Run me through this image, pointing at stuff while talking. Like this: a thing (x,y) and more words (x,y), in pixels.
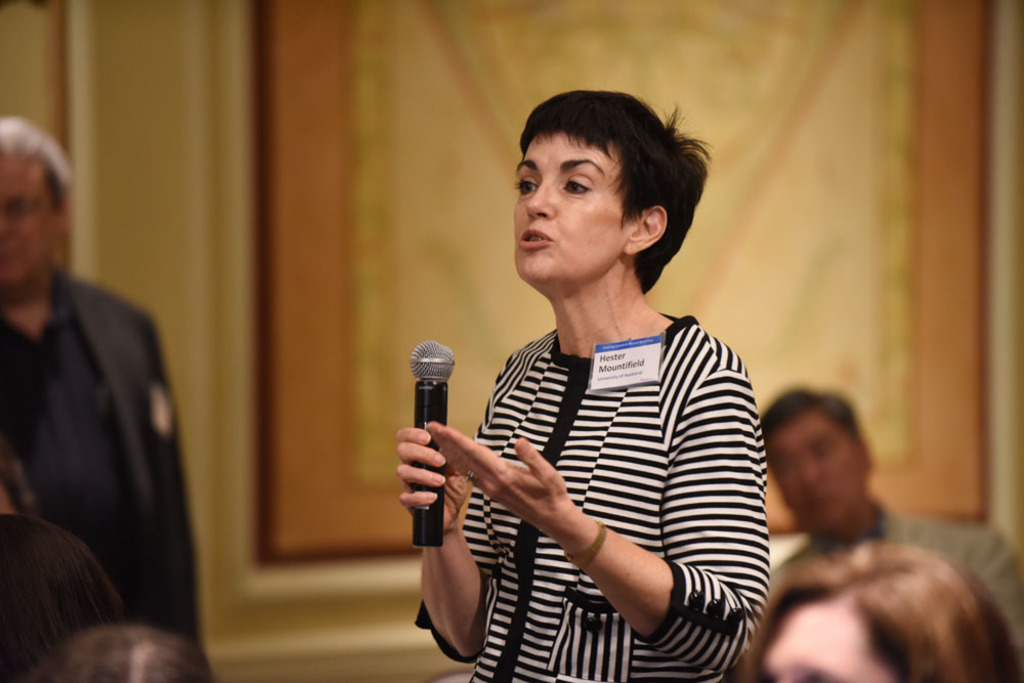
there is a woman (466,462) talking in a microphone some people (40,152) are listening to her
